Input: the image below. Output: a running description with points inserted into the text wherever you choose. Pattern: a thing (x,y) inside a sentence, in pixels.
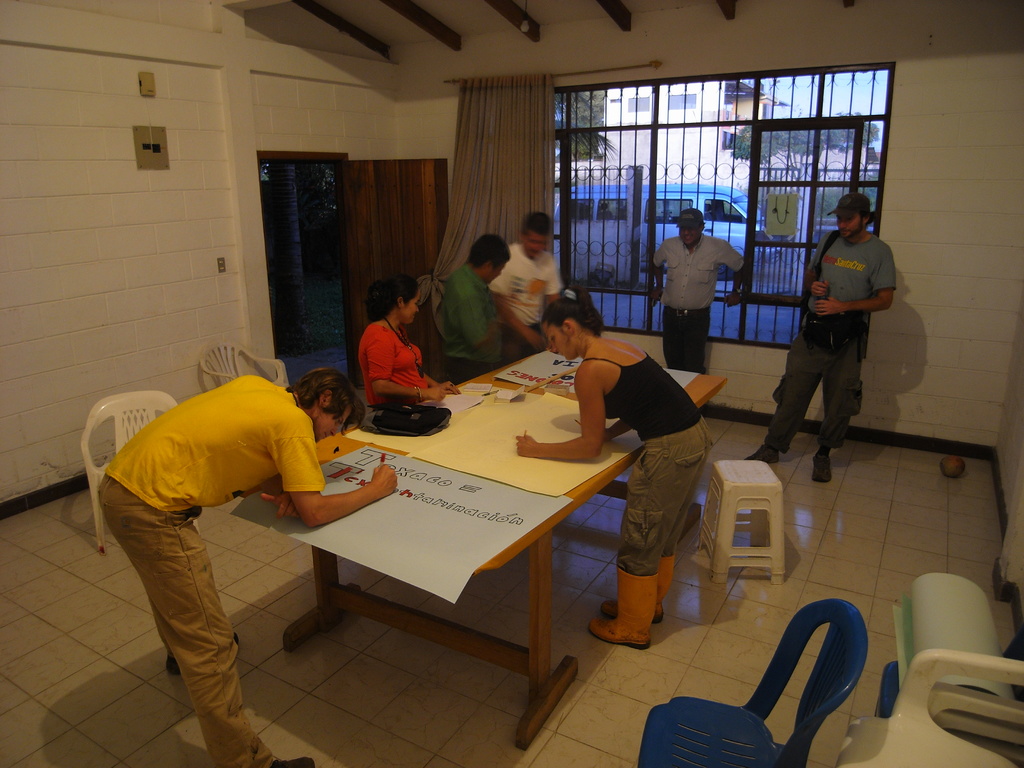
This is an inside picture of the house (496,580). In this picture we can see few persons (675,494) are busy with writing something on the charts (460,451). On the right side of the picture (937,717) we can see few chairs (882,728) and on the chairs (879,740) we can see one chart paper (948,611). Here one man (837,390) is standing wearing a cap (852,208). This is the window (803,144) and outside of the window (829,197) there is a vehicle (706,199). Here one man (699,318) is standing near to the window (718,296). A man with yellow shirt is holding a marker (382,462) in his hand (395,467). On the left side of the picture (105,274) we can see a wall (145,219) with white colour. This is the door (399,215). This an outside view. These are the chairs (148,411).
